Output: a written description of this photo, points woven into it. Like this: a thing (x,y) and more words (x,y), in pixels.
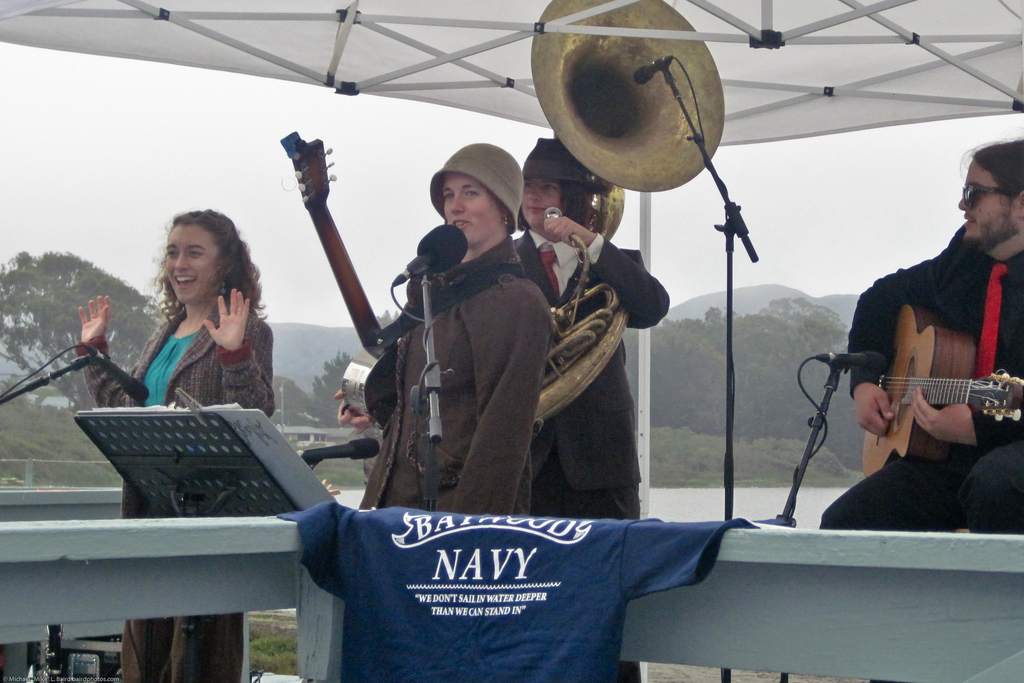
In this picture we can see four persons (643,319) two are playing musical instruments (968,384) such as guitar (951,390), tuba (588,327) and two woman (493,319) are singing on mic (433,261) with smiling and in front of them there is T-Shirt (384,566) on wall (303,577) and in background (213,156) we can see sky (172,219), trees (746,331), mountain (846,311).
